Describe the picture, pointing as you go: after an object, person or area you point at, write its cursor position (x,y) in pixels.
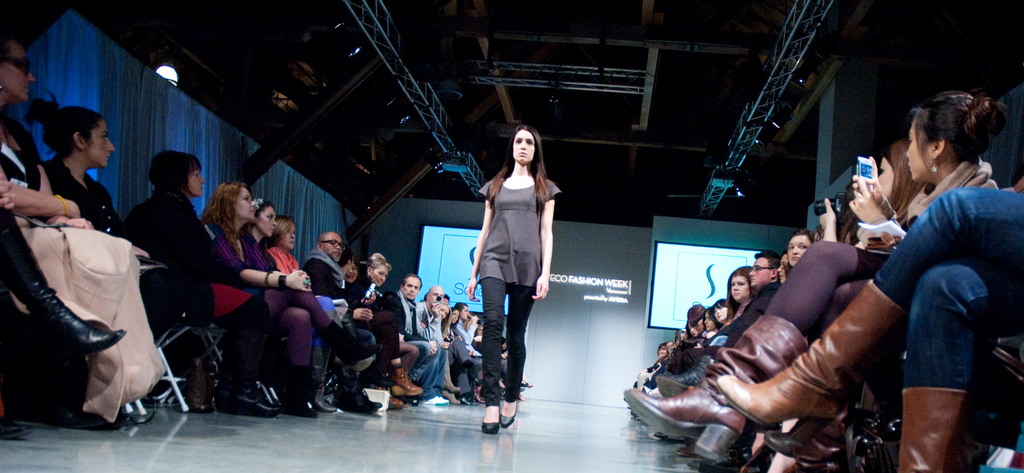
In this picture we can observe a woman (511,184) walking in this path (479,428). There are some people (282,307) sitting on either sides of this image. We can observe men (429,344) and women (196,243) in this picture. In the background (688,297) there is a projector display screen (674,283) and a wall (573,300).
